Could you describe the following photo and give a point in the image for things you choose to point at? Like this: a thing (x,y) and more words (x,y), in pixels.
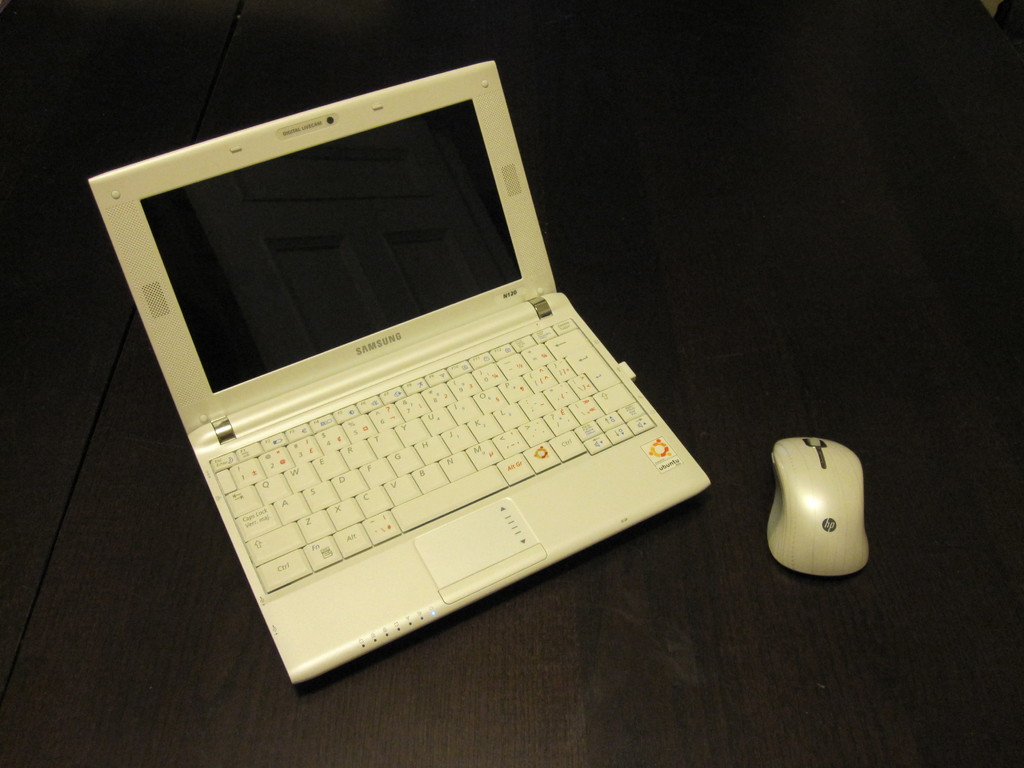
In this image we can see a laptop (355,358) and a mouse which are placed on a table (646,557).
